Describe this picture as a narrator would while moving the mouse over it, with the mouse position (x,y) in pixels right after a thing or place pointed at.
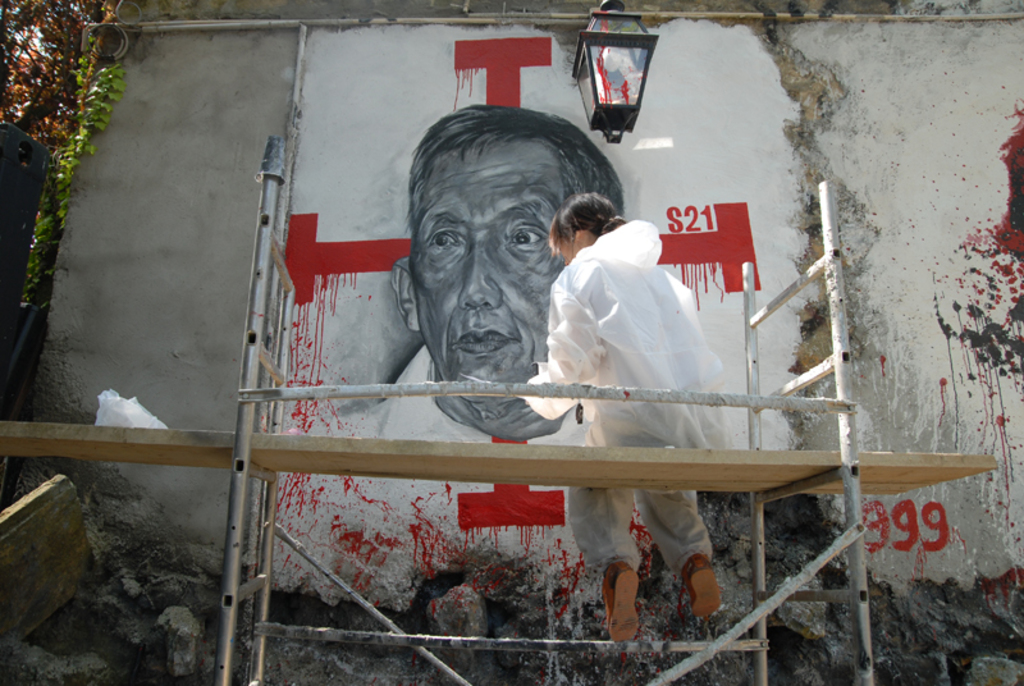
In this image in the center (561,304) there is one woman (631,355) who is sitting on a bench (10,436), and she is painting something. In the background (138,245) there is a wall (169,356) and on the wall (540,207) there is painting (432,366), and at the top (603,64) there is one light (614,50). And on the right side (774,429) and left side (233,223) there is a wall (136,152), on the left side (50,97) there are some trees (59,134).
